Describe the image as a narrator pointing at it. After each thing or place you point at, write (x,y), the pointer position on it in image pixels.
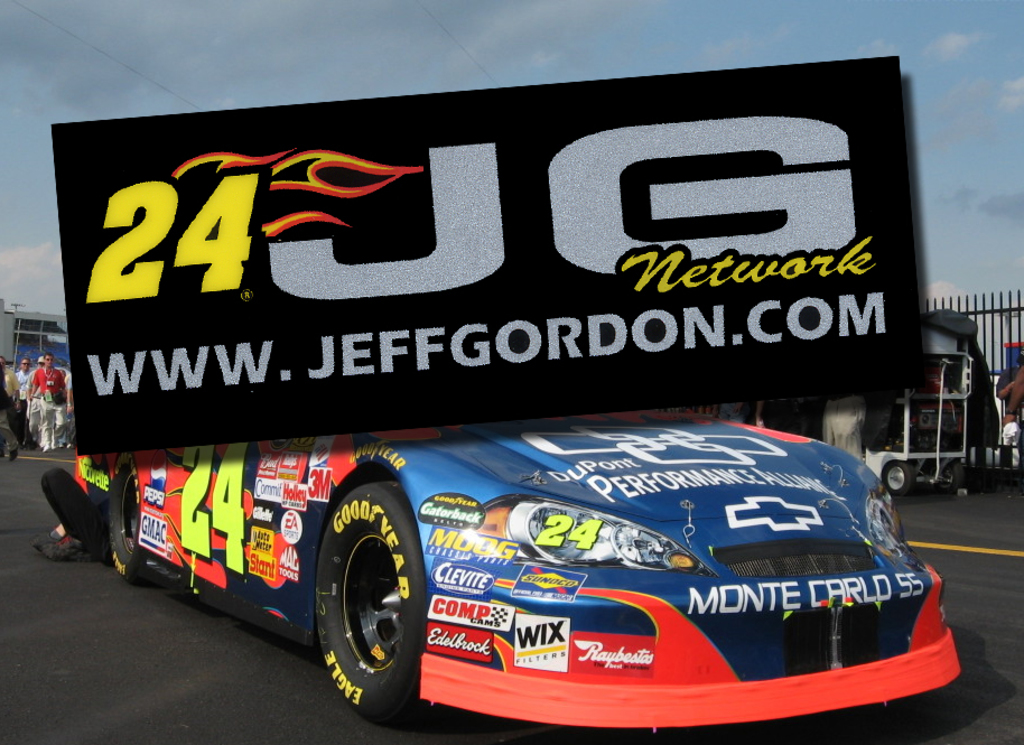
This is an edited image. I can see a car (353,532) on the road (271,641). On the right side of the image (951,390), there are few objects (943,424) and an iron grille (981,311). On the left side of the image (13,449), I can see a group of people (51,404) standing. In the background (112,44), there is the sky (828,38). At the center of the image (450,323), there is a board (521,211).
